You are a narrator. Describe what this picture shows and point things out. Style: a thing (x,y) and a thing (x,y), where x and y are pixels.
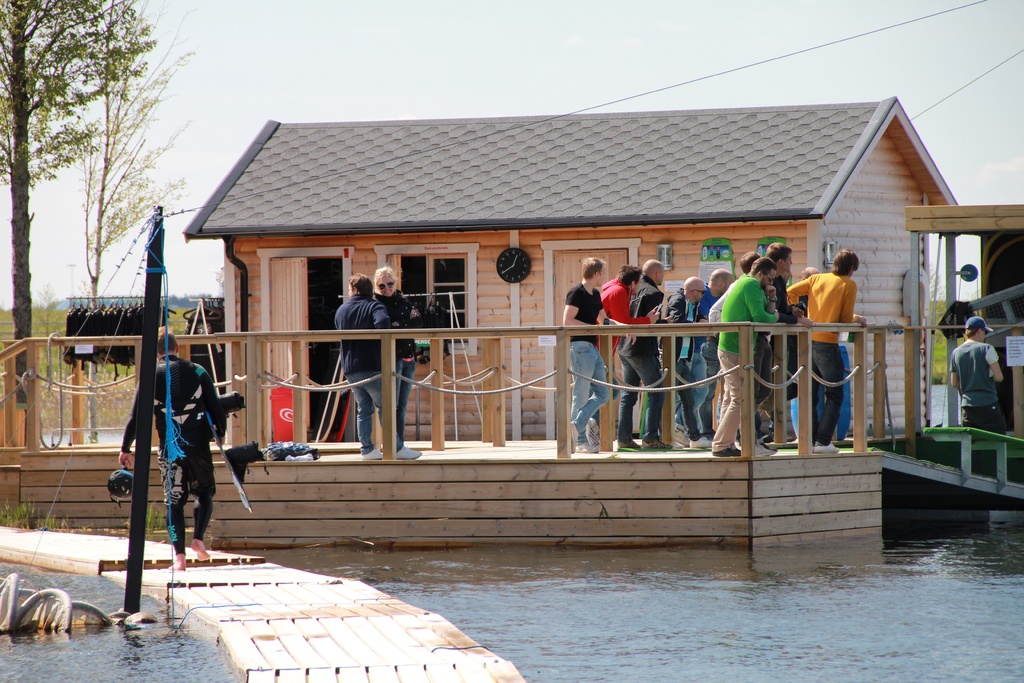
In this picture we can see a man (183,381) walking on the wooden surface (232,583), pole (152,306), water (722,671), ropes (154,236), fences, house (449,435), clock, posters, clothes (113,327), trees (110,228), some objects (954,329) and a group of people (846,289) standing on the floor (349,446). In the background (42,292) we can see the grass (49,322) and the sky (539,102).
